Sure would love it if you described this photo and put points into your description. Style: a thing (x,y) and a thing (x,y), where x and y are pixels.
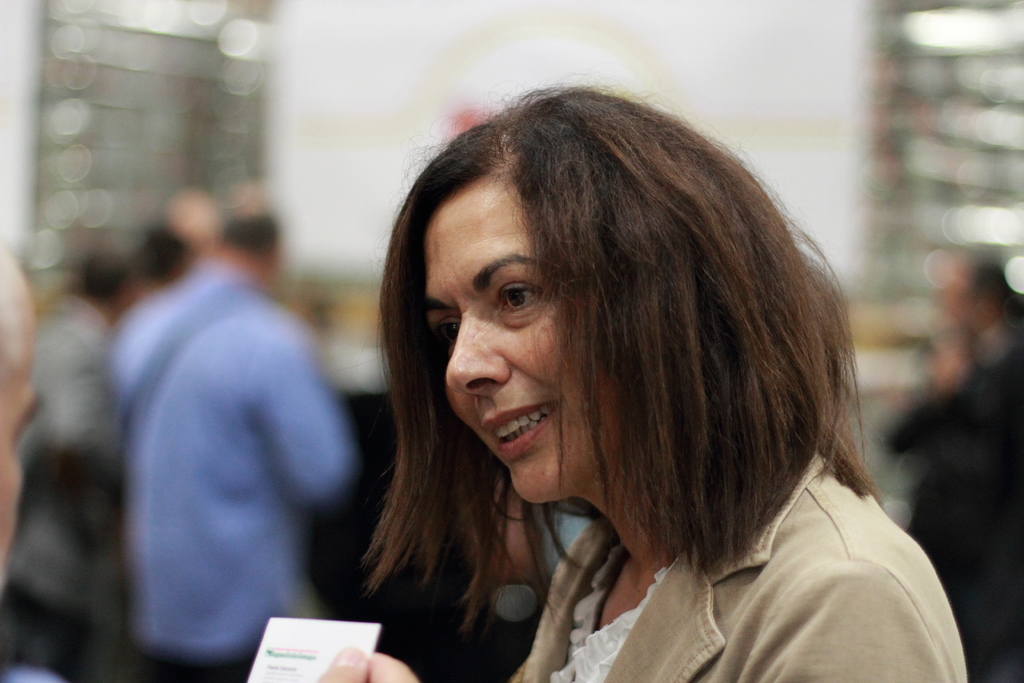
In this image I can see a woman (554,366) wearing white dress (584,627) and cream colored jacket (794,612). In the background (298,452) I can see few other persons (223,382) and few other blurry objects (831,120). To the left bottom of the image (320,651) I can see a person (392,682) holding a white colored object (304,634).
